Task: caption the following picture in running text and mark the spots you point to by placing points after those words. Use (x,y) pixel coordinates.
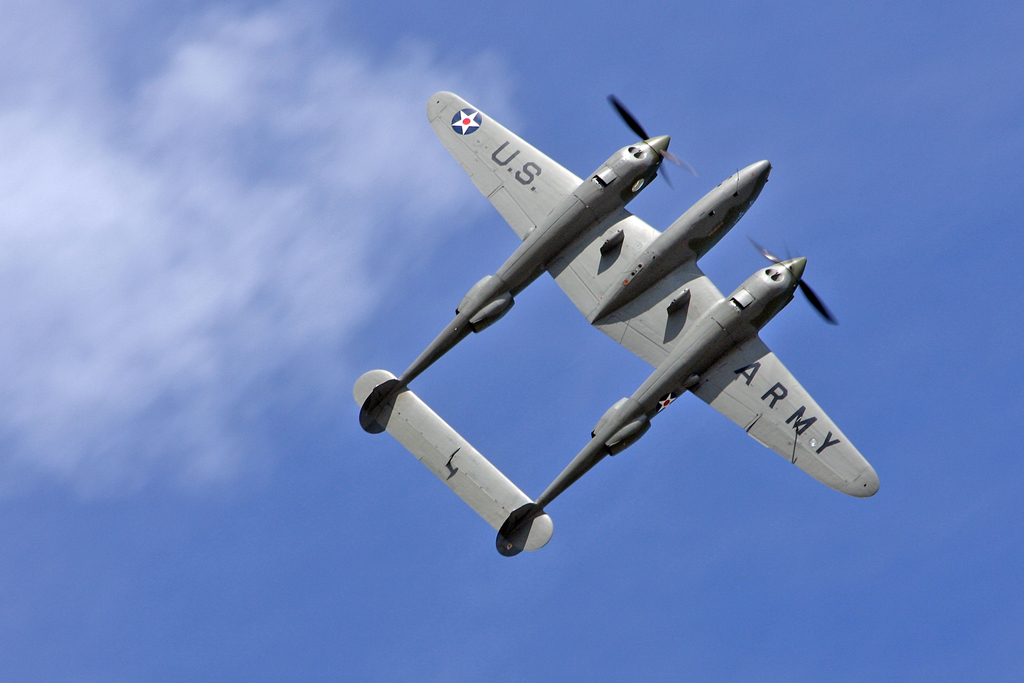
On the right side (792,388), there is an aircraft (535,200) in gray color flying in the air (581,90). In the background (371,183), there are clouds (133,404) in the blue sky (328,562).
